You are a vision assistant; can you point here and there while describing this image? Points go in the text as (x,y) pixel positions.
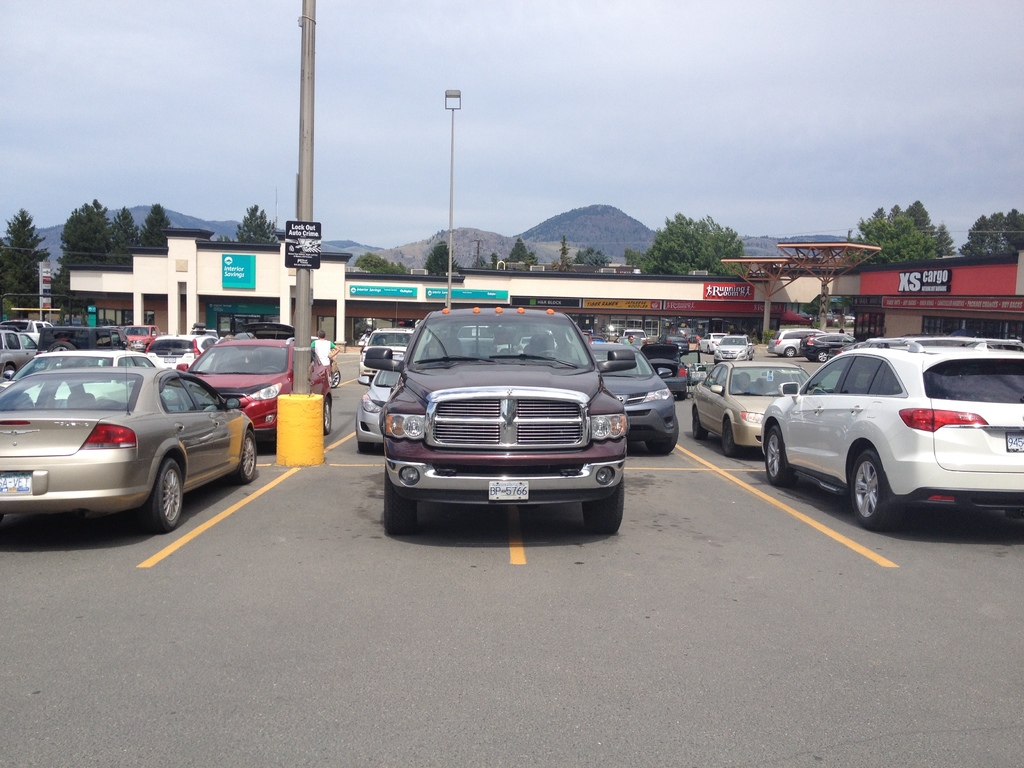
In the foreground of this image (653,529), there are vehicles (510,383) on the road (567,544) and few poles (450,264). In the background (727,279), there are buildings (782,300), posters (725,299), trees (247,221), mountains (576,228), sky (771,167) and the cloud (812,70).
